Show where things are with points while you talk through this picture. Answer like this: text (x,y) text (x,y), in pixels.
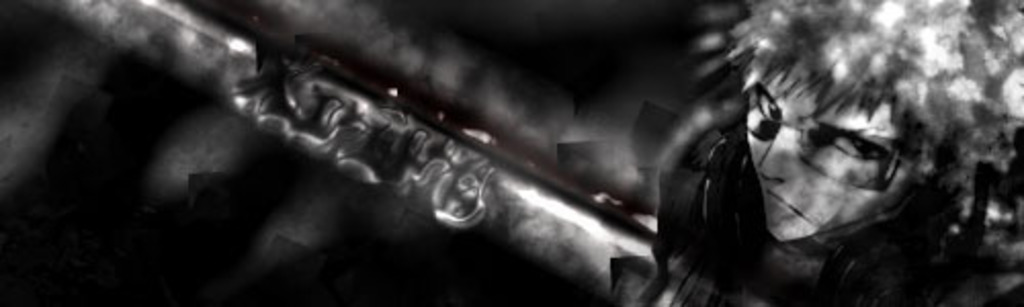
In this image I can see the digital art of a person (815,161) holding a object (653,221) in his hand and the dark background (97,229).
